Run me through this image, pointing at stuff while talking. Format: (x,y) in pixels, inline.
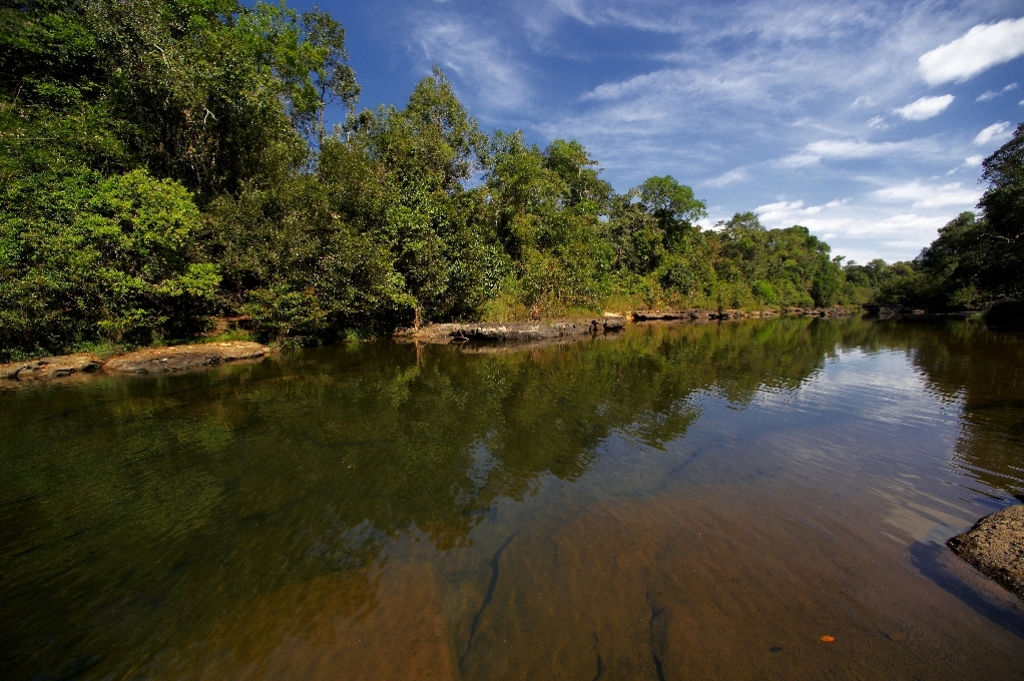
This image consists of water (425,426). On the left (219,240) and right, there are trees (776,256). At the top (747,79), there are clouds (467,48) in the sky (716,150). At the bottom right (991,565), we can see a rock (980,563).
